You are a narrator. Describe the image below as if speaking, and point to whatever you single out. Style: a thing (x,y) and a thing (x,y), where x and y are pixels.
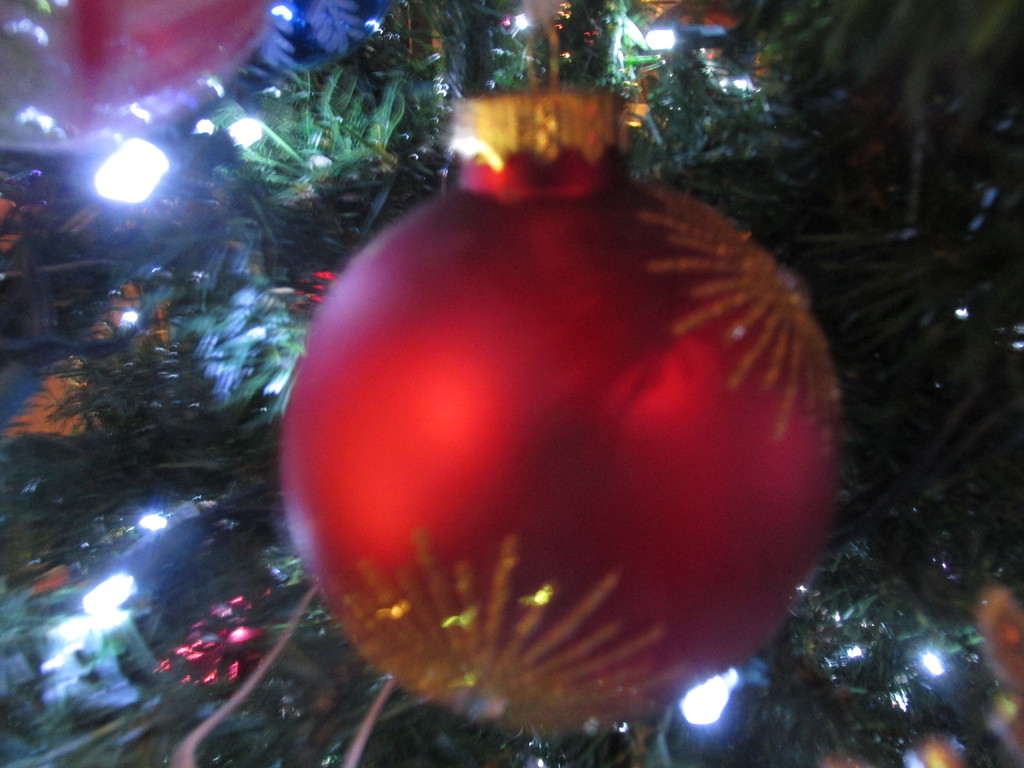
In the image there is a christmas (197,309) tree with lights (251,134) and decoration balls (611,570) hanging to it.
